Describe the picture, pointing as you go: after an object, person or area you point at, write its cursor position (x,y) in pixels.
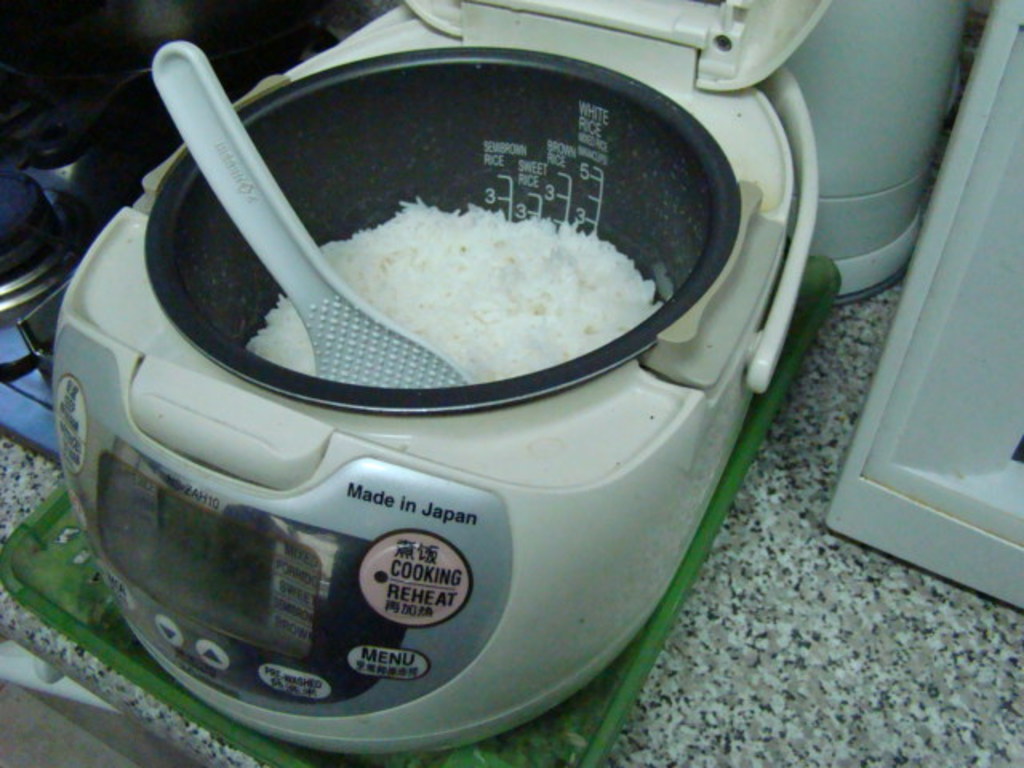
In this picture there is rice (521,323) and there is a spoon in the rice cooker (480,427). On the left side of the image (77,7) there is a pan (40,96) on the stove (7,331). At the bottom (817,673) there is a marble (845,704). On the left side of the image (35,579) there is an object (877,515). At the bottom (827,730) there is a countertop (827,730).
